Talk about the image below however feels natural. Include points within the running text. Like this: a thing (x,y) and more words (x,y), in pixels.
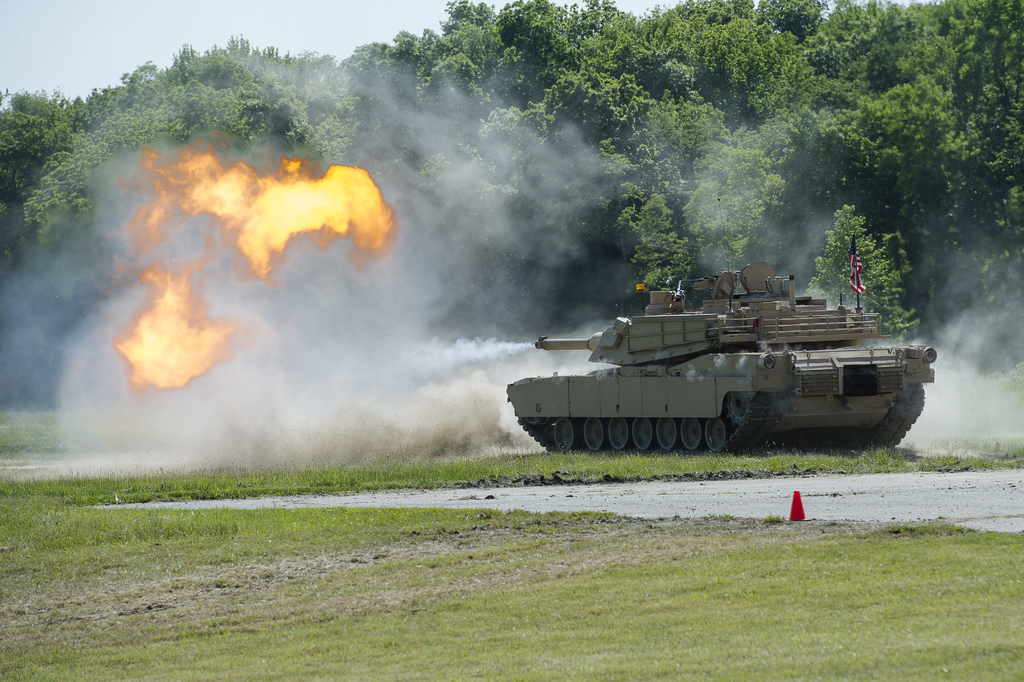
In this image I can see grass (567,465), a tank (534,432), smoke (413,335), fire (284,215), number of trees (995,21), a flag (854,285) and here I can see a red colour thing (801,515). In the background (221,24) I can see the sky (113,56).
